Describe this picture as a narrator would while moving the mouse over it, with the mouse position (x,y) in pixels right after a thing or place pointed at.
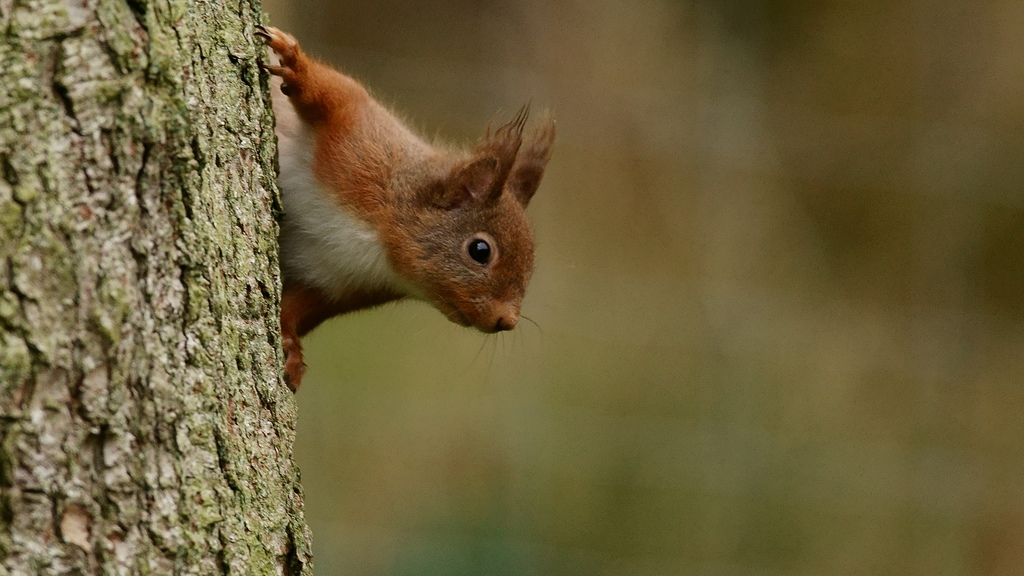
Here in this picture we can see a squirrel (358,164) present on a tree (231,417).
